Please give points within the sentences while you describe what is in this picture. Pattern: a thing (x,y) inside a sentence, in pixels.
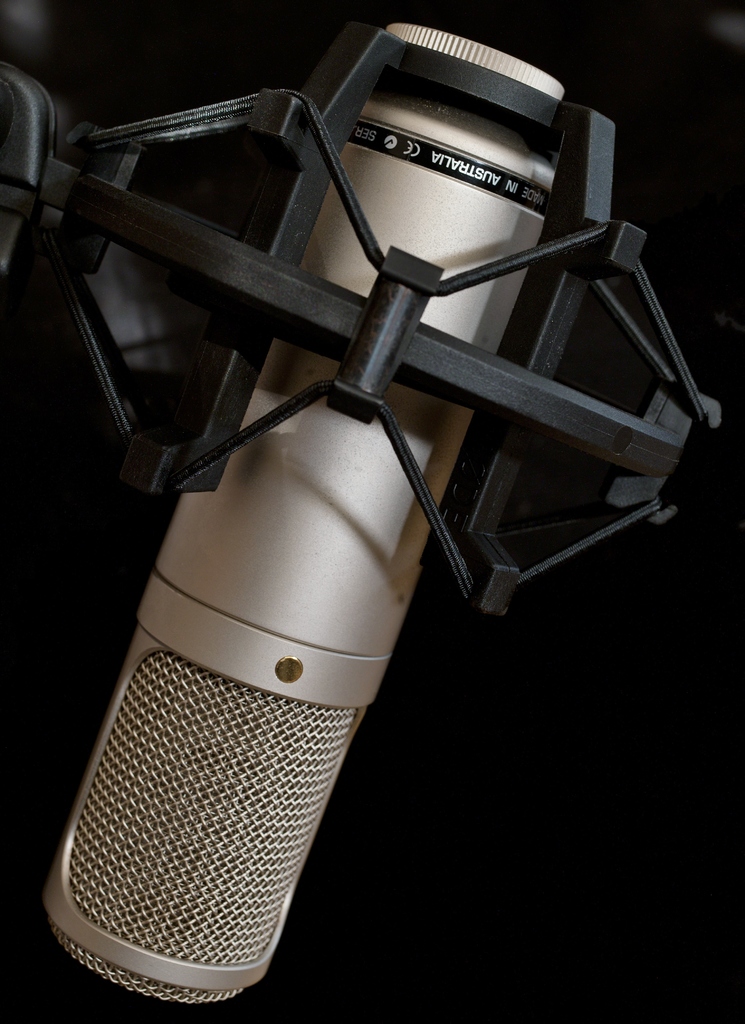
In the image there is a microphone (215,728) which is in cream color and it is also having black color pillar (434,381) and background (559,804) is black.
